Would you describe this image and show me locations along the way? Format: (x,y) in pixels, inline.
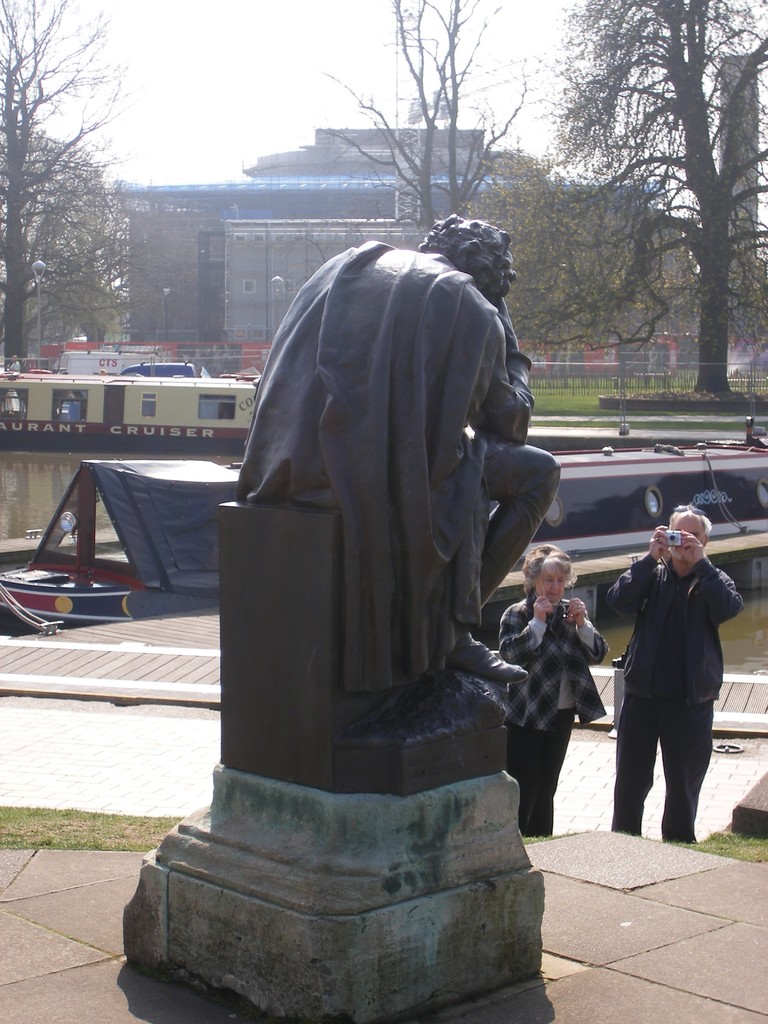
In this image we can see a statue (287,571) and there are two persons (542,742) holding cameras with their hands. In the background (734,457) we can see boats (20,445), water (6,625), trees (670,71), building (252,171), and sky (135,42).
